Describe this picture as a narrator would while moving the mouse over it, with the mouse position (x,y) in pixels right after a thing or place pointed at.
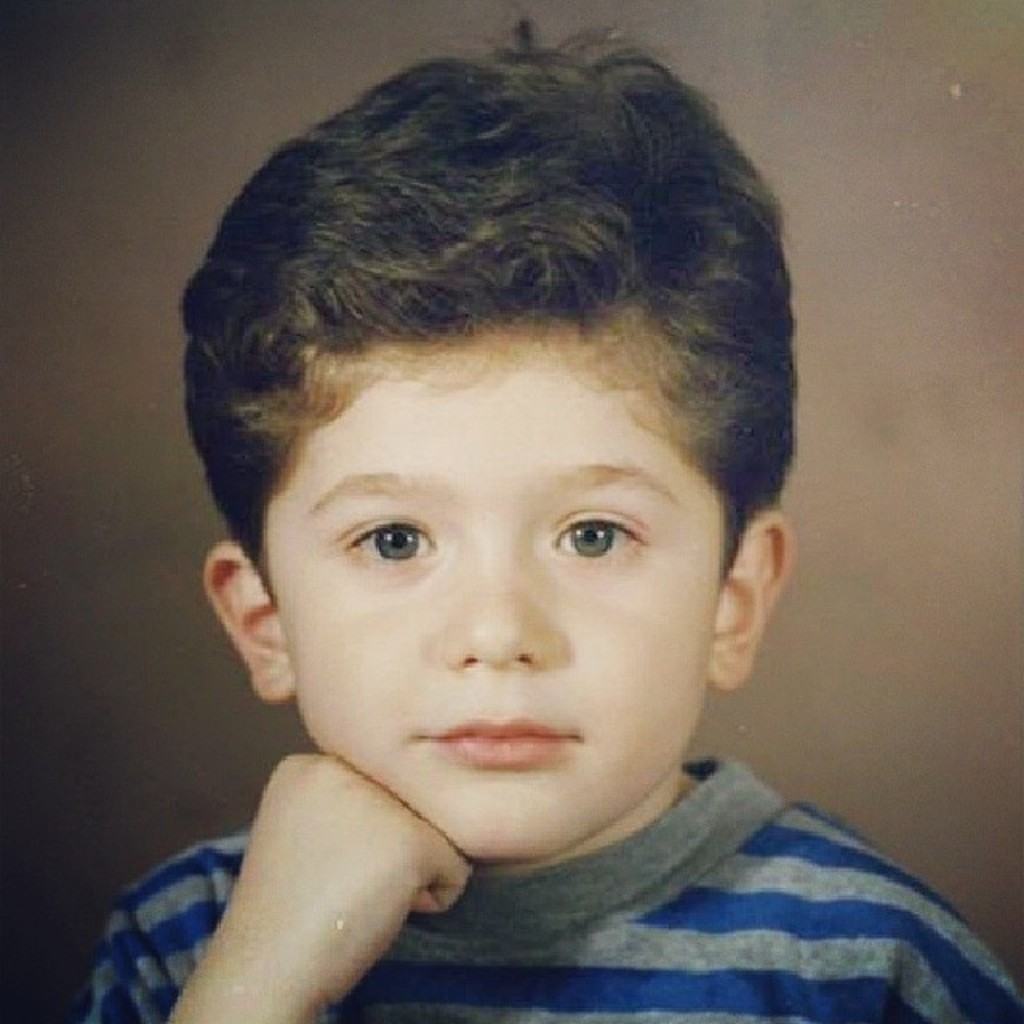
In this picture there is a boy (515,732). Behind him there is a wall (869,414).
